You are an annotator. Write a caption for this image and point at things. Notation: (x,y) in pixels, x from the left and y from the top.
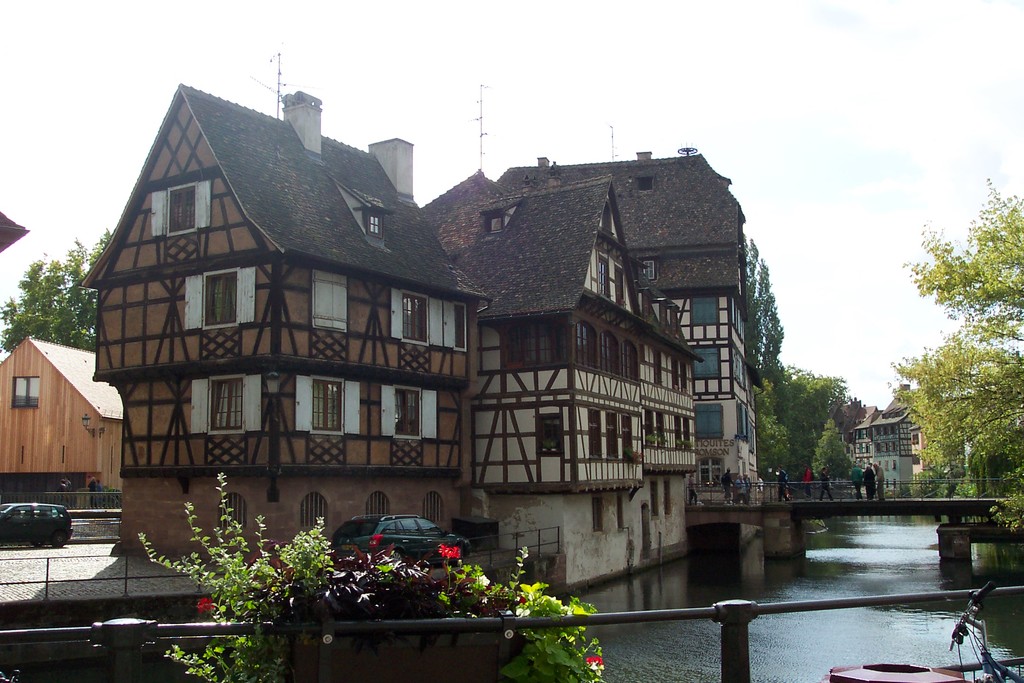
In this image, I can see the buildings (742,388) with windows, trees (773,415) and vehicles (45,527) on the road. On the right side of the image (781,480), there are few people (823,486) standing on the bridge (752,517), which is across a canal (998,566). At the bottom of the image (549,654), I can see a plant (361,580) with flowers (454,546), iron rods (730,645), handle (953,642) of a bicycle (984,678) and an object (904,676). In the background (398,48), there is the sky (607,76).
